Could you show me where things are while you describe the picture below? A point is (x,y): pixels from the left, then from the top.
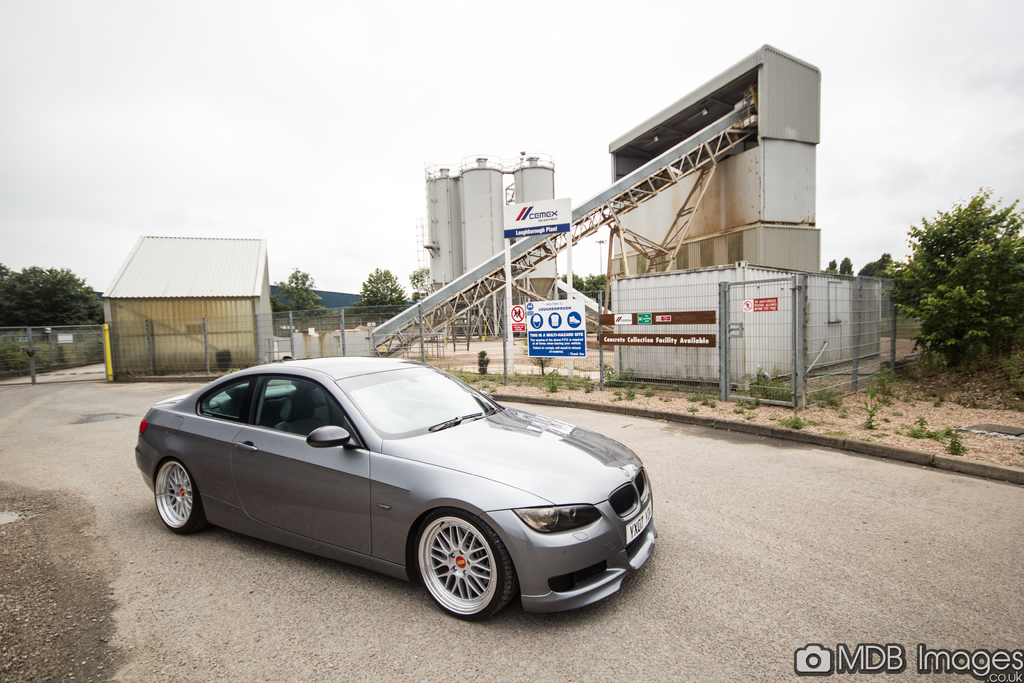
This is an outside view. Here I can see a car (264,498) on the road (353,574). In the background (199,321) there are some buildings (209,312). On the right (973,324) and left sides of the image I can see some trees (942,287). At the top of the image (237,105) I can see the sky (292,67). In the bottom right (899,659) there is some edited text (847,663).
